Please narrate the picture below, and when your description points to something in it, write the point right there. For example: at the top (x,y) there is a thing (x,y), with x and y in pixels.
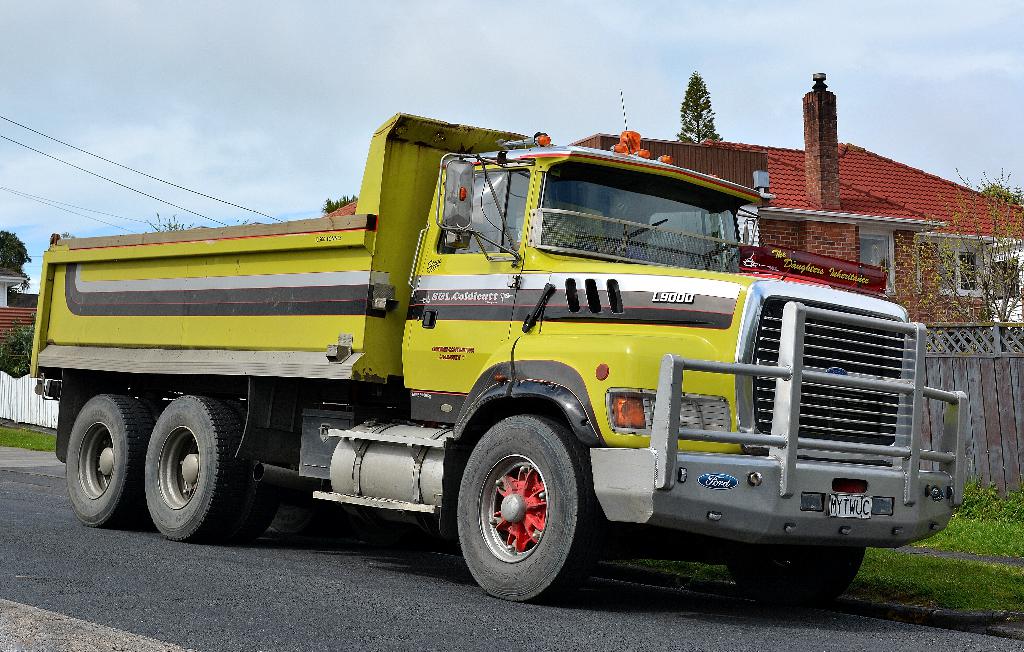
In this image we can see a truck (556,412) on the road (454,541). We can also see some grass (976,568), a fence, a house (922,303) with roof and windows (871,237), some trees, wires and the sky (736,129) which looks cloudy.
